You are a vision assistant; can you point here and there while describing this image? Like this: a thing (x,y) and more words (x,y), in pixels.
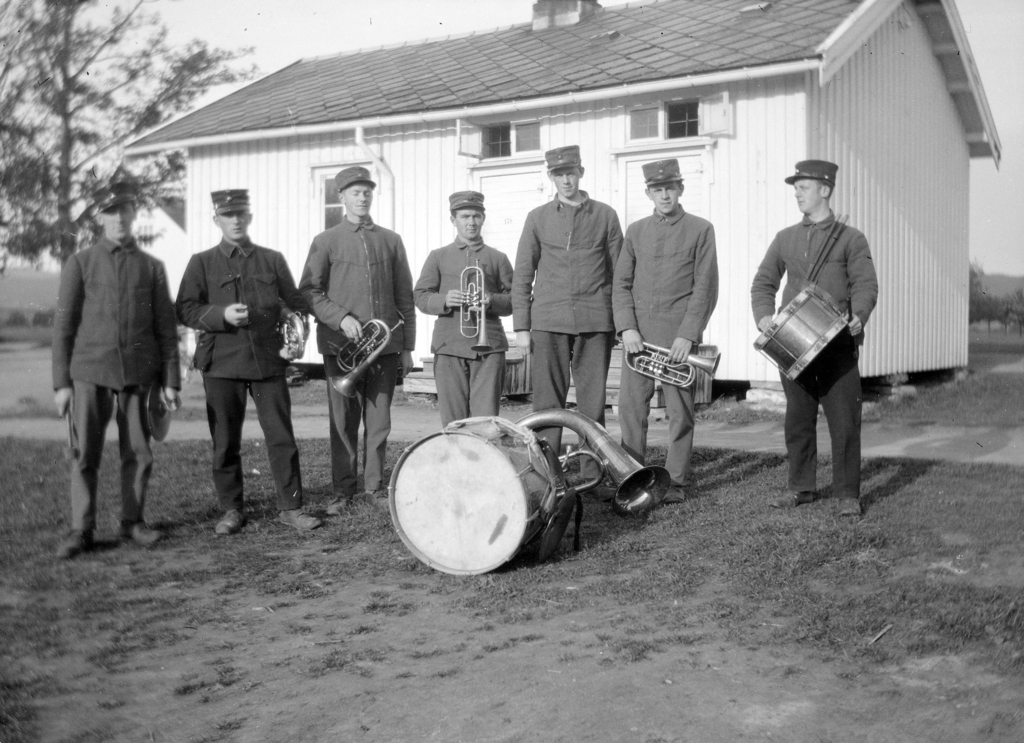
In the center (535,251) we can see few persons (480,376) were standing. And they were holding the instruments (788,323). The front we can see the drum (513,495). Coming to the background (496,106) we can see the house (458,145) and tree (108,80).
